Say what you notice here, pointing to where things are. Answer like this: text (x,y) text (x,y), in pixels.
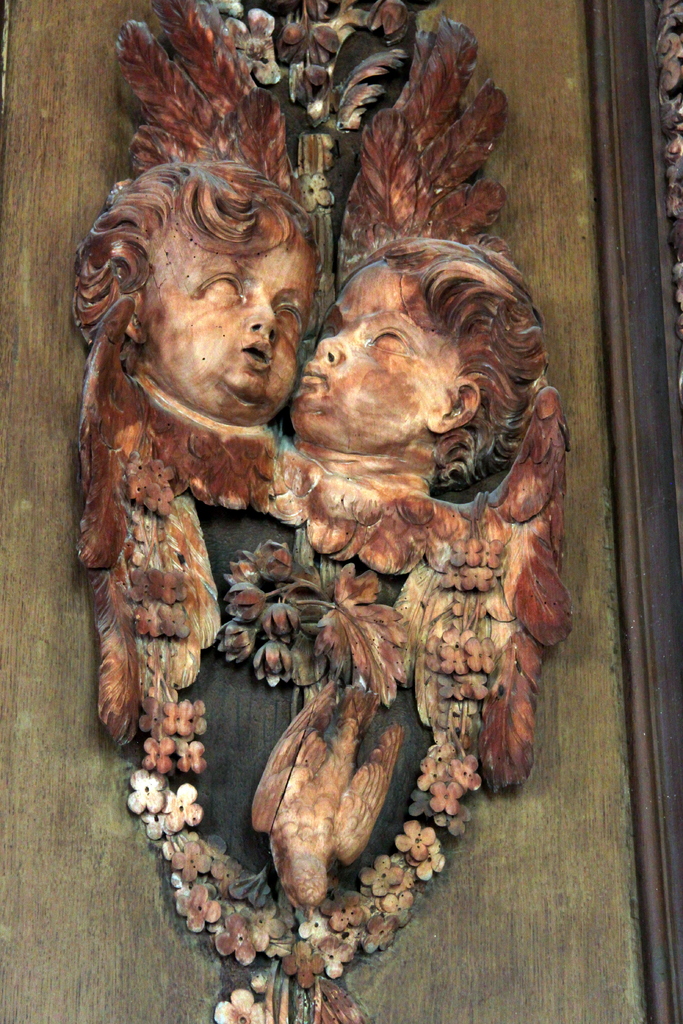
In this picture there is a portrait (483,285) in the center of the image (420,577), which contains flowers (322,59), two babies (311,442), and a bird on it.
